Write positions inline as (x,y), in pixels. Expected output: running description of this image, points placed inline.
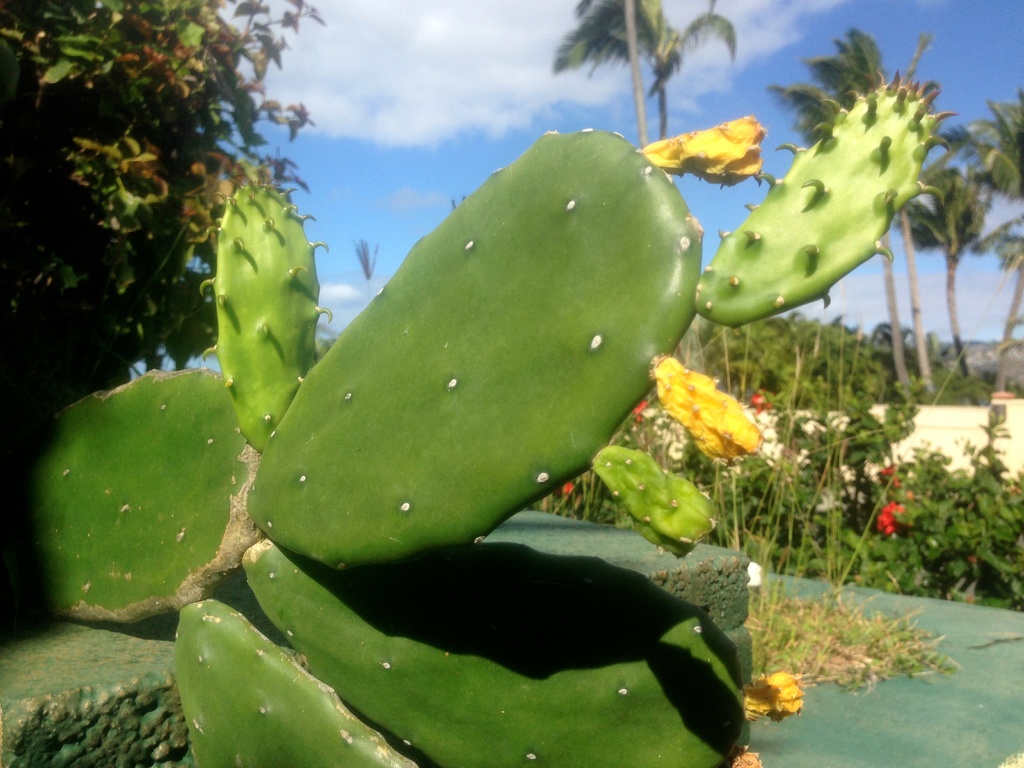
In this picture there is a eastern prickly pear plant (548,435) in the center of the image (650,435) and there are other trees (809,394) and plants (651,417) in the background area of the image (143,291).
